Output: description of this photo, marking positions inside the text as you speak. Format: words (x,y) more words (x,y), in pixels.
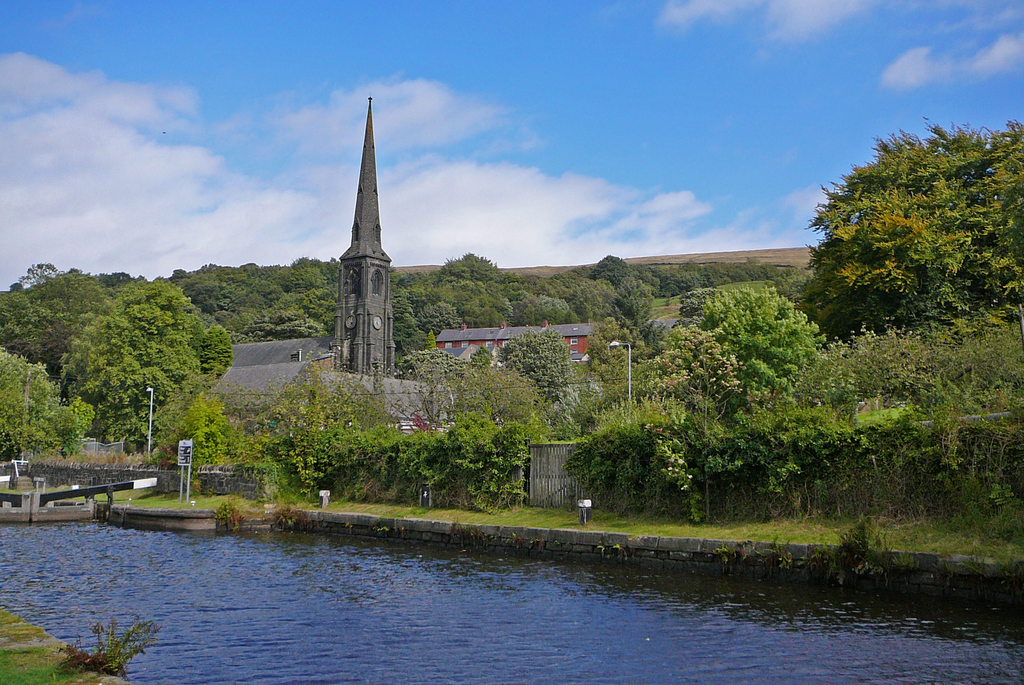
Sky (451,154) is cloudy. Beside this water (380,577) there are plants (723,495), buildings (365,385), clock tower (362,341) and trees (283,309). These are light poles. On this clock tower (368,317) there are clocks (351,319).
